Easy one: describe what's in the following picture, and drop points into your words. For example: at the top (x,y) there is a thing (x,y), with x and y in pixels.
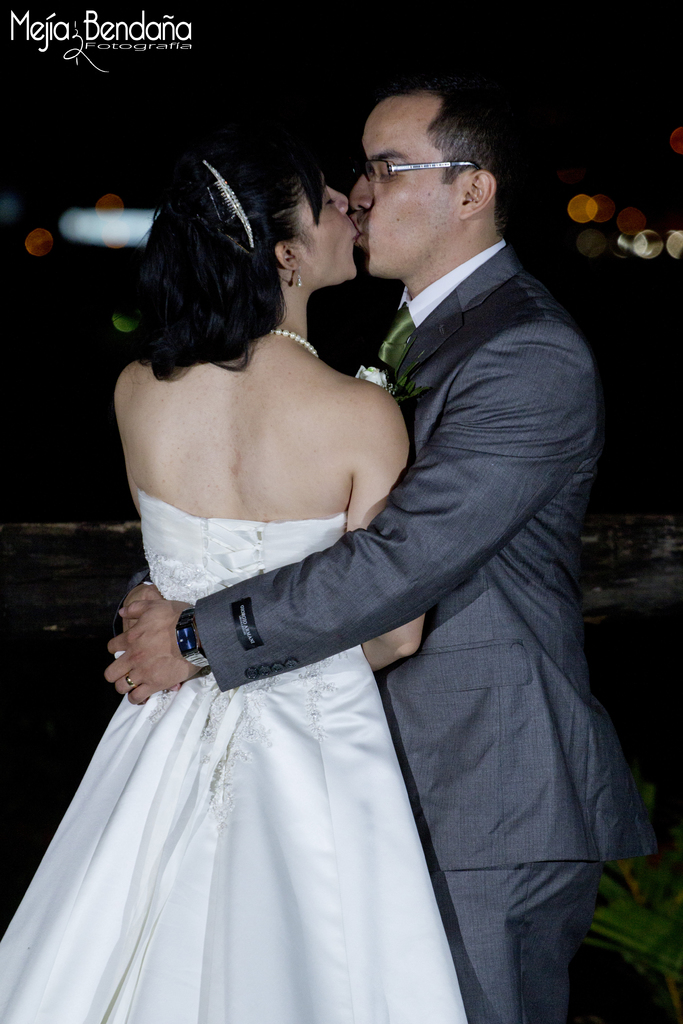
Here I can see a man (446,599) and a woman (303,868) are standing and kissing. The man (506,774) is wearing a suit (490,598) and trouser (488,920). The woman (286,902) is wearing a white color frock (253,874). The background (92,689) is in black color. At the top left (86,28) there is some text (111,28).
